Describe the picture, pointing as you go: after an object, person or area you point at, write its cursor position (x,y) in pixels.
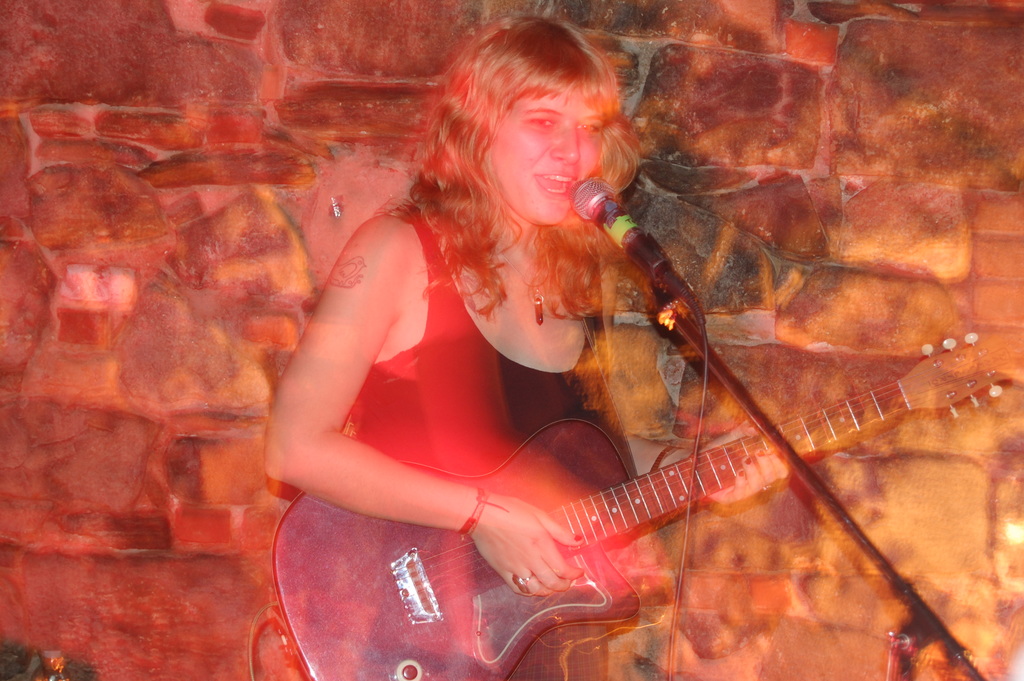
In this image i can see a woman (534,197) playing a guitar (524,485) and singing in front of a microphone (592,188), at the back ground (663,138) there is a wall (681,124).
